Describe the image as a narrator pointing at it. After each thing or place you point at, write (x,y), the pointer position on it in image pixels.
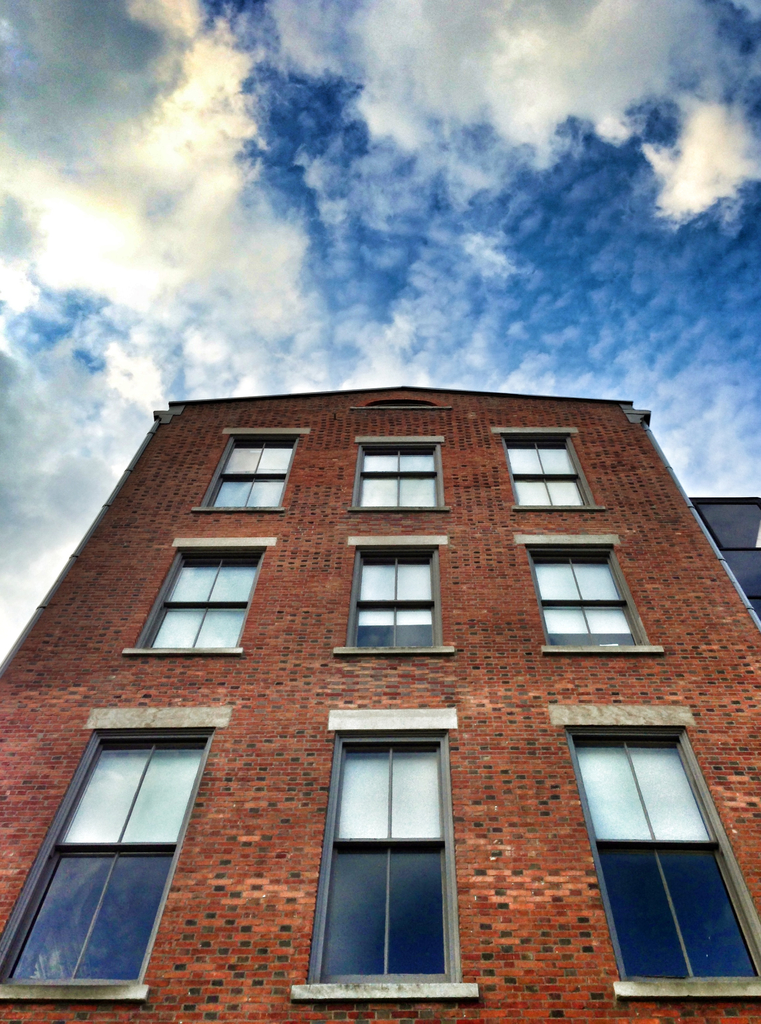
This picture shows about the big brown color building (371,976) with many glass windows (254,566) seen in the middle of the image (255,447). Above there is a blue cloudy sky (350,296).
